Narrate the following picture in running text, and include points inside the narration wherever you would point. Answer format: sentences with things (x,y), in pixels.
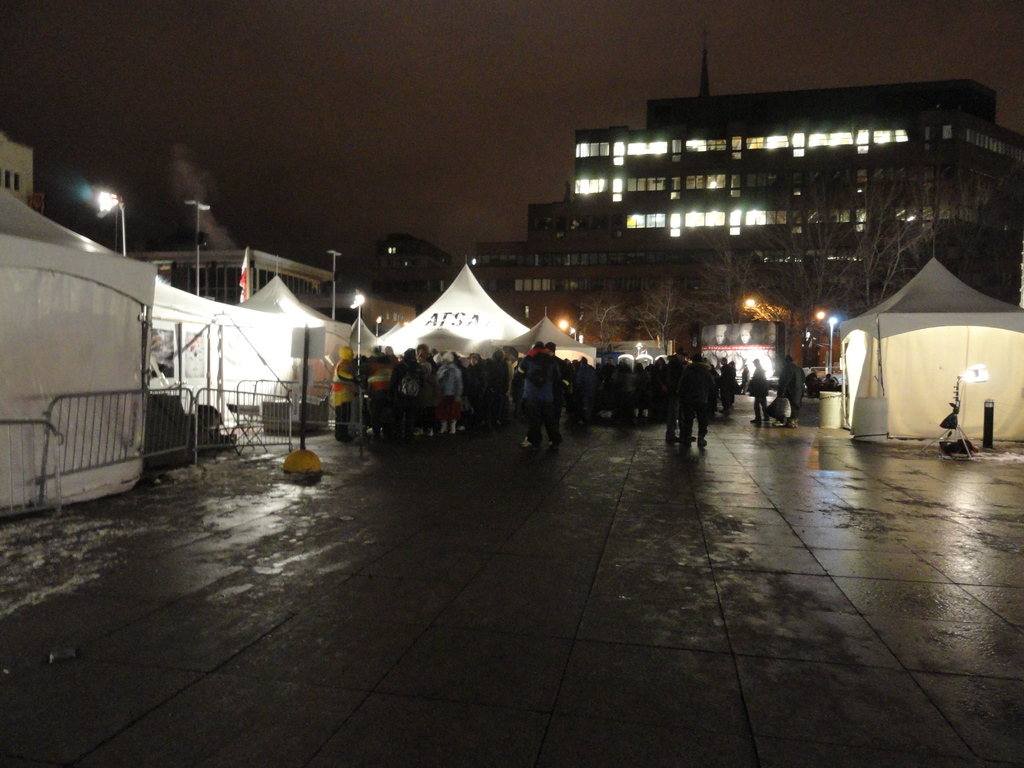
In this picture I can see there are a group of people (561,395) standing here and they are few tents (921,276), buildings (857,245) and the sky (244,213) is dark.
